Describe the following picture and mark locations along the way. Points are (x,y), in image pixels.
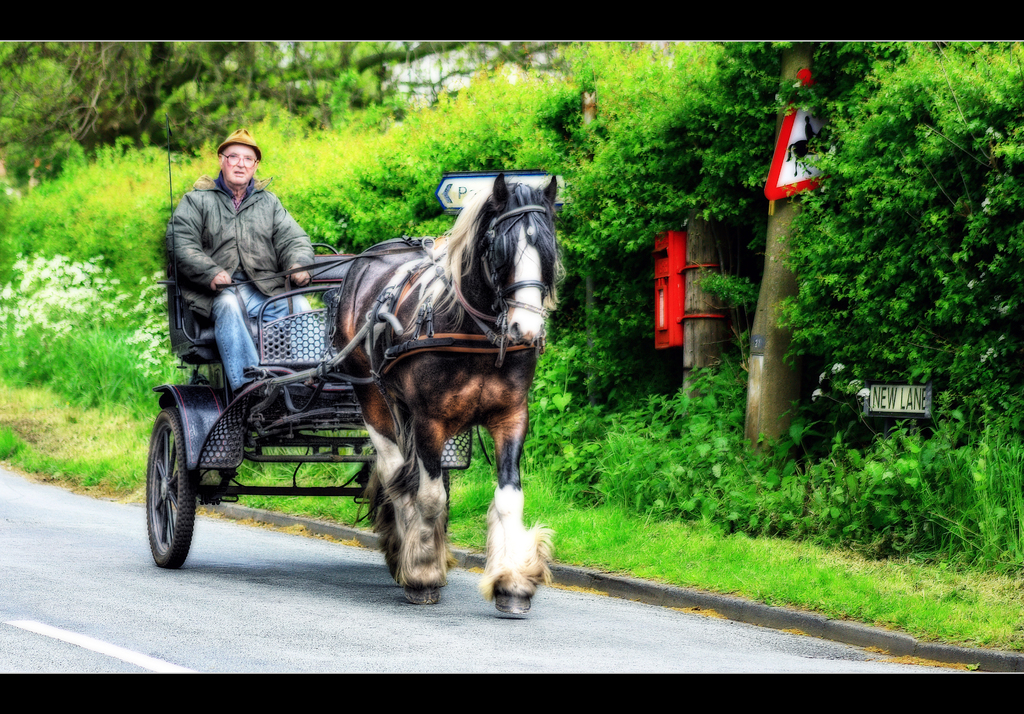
In this image a man (181,206) is sitting in the seat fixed to the horse (539,576) which is walking on the road (285,559) and at the back ground (800,74) there is a sign board (800,133) fixed to the tree (791,381), garden (832,458), grass (640,570), plants (120,368), flowers (97,284), trees (247,106).
